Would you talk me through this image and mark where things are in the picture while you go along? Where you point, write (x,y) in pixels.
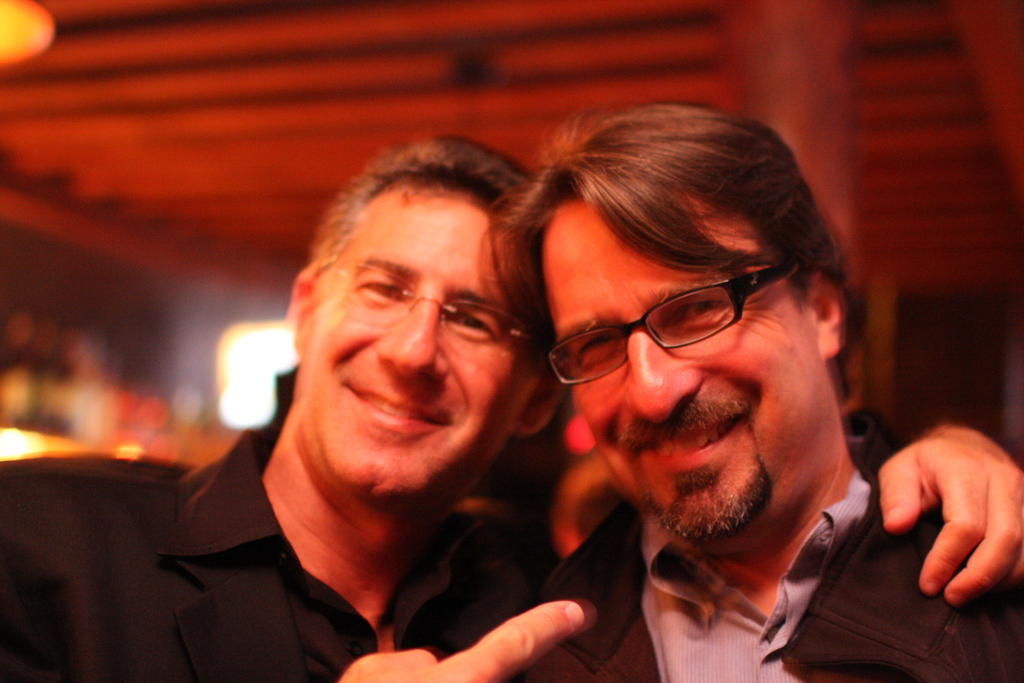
In this image, we can see two persons (556,615) wearing clothes (844,576). In the background (338,110), image is blurred.
